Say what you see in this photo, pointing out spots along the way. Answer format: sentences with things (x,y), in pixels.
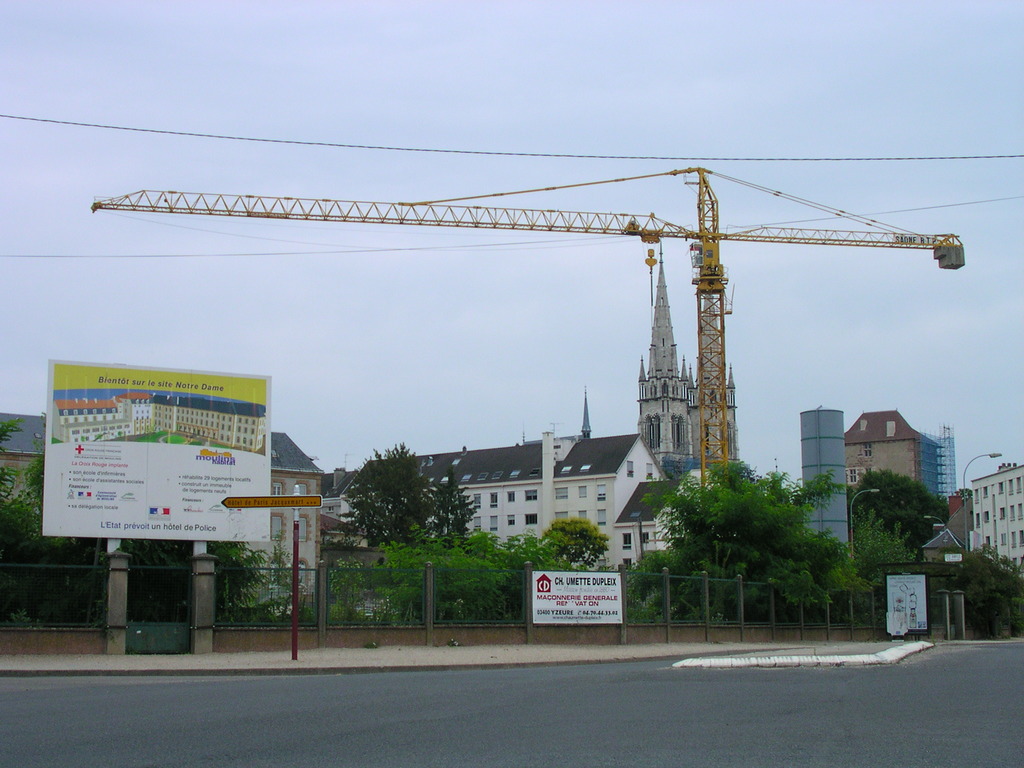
In this image we can see the road (519,767). We can see the crane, buildings (548,523) and metal fencing (521,610). And we can see the trees (563,530), lights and sign boards (288,504). We can see some boards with text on it. We can see the cables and the sky (604,241).
